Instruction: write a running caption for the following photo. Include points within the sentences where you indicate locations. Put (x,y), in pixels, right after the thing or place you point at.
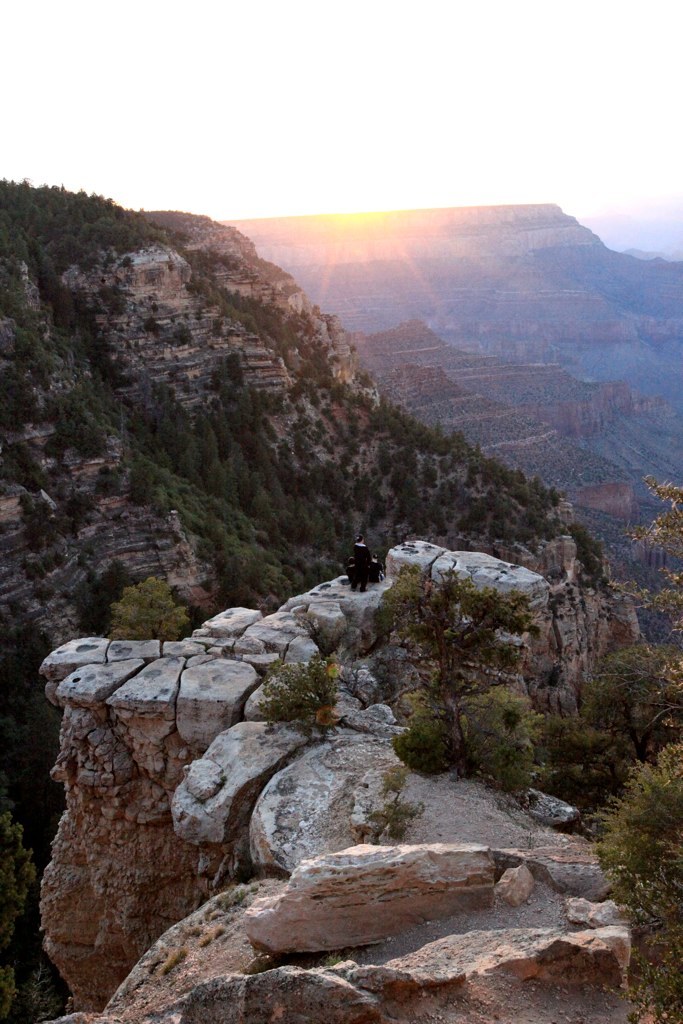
In this image a person (358,560) is standing on the rock (364,617) which is on a hill (344,628) having few trees (458,709). Background there are few hills (186,390) having trees (336,452). Top of the image (266,152) there is sky (312,140), having a sun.
